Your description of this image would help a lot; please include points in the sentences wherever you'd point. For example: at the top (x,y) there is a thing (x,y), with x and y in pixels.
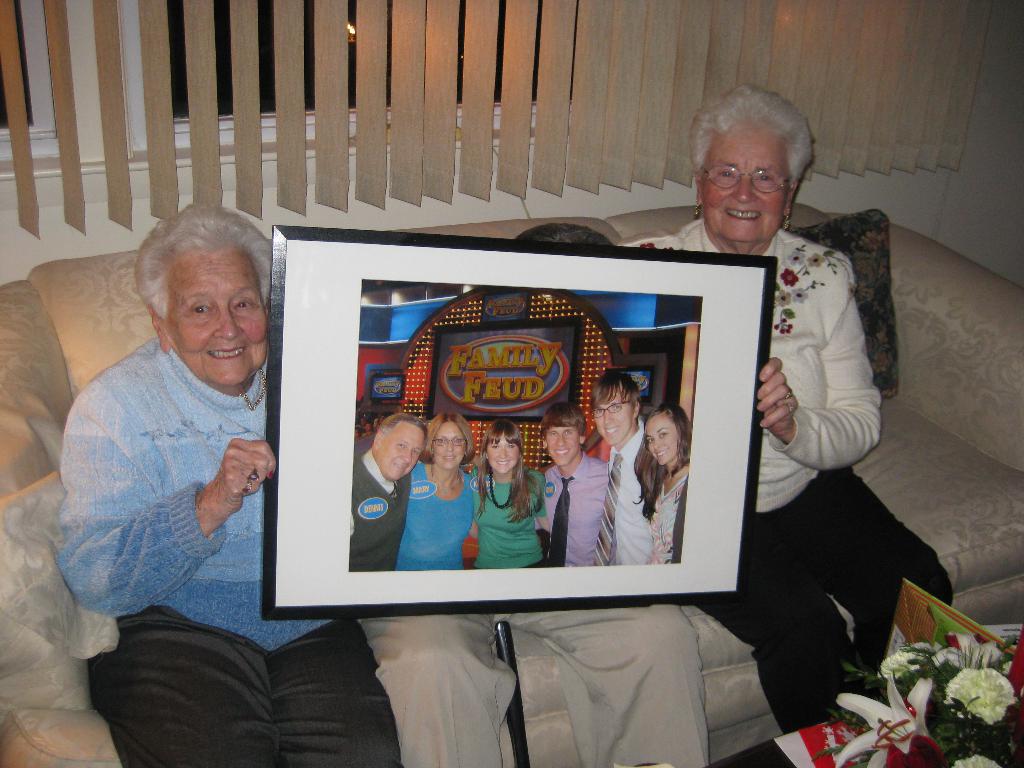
In the center of the image (420,386) we can see people (789,506) sitting on the sofa (56,535) and holding a photo frame (437,424) in their hands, before them there is a bouquet (954,681). In the background (871,99) there is a window (535,59) and a curtain (235,130).
